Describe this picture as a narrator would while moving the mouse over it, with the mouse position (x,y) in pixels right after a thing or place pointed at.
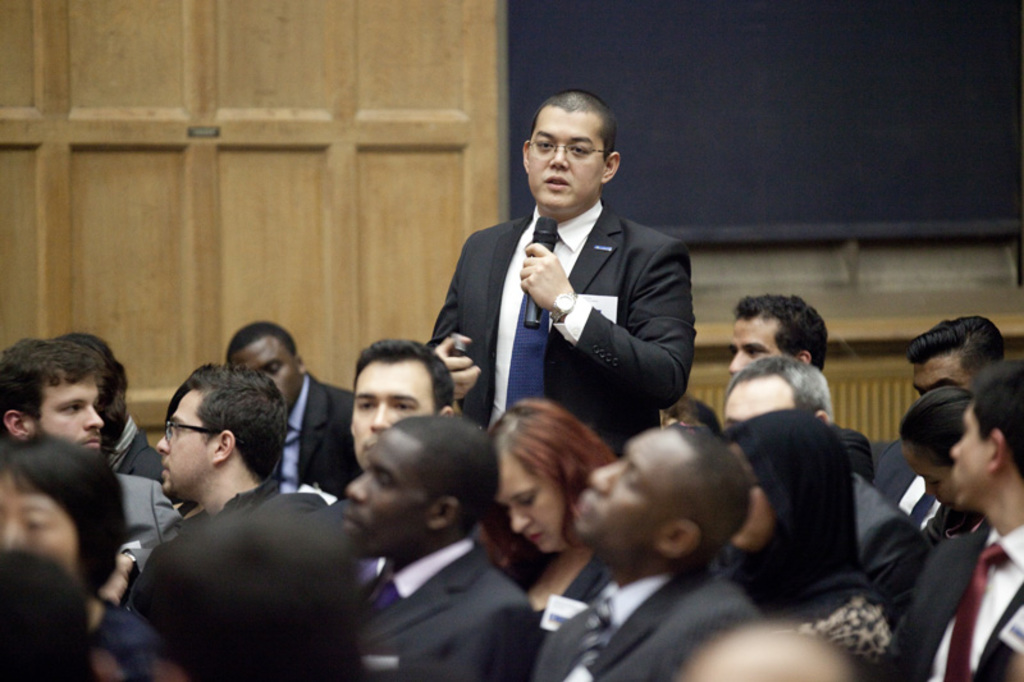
At the bottom of this image (378,540) few people (423,525) are sitting facing towards the left side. In the background (571,339) there is a person (560,341) standing, holding a mike (541,236) in the hand (530,272) and speaking. In the top right (687,104) there is a black color board (793,128) attached to the wall (445,84).
